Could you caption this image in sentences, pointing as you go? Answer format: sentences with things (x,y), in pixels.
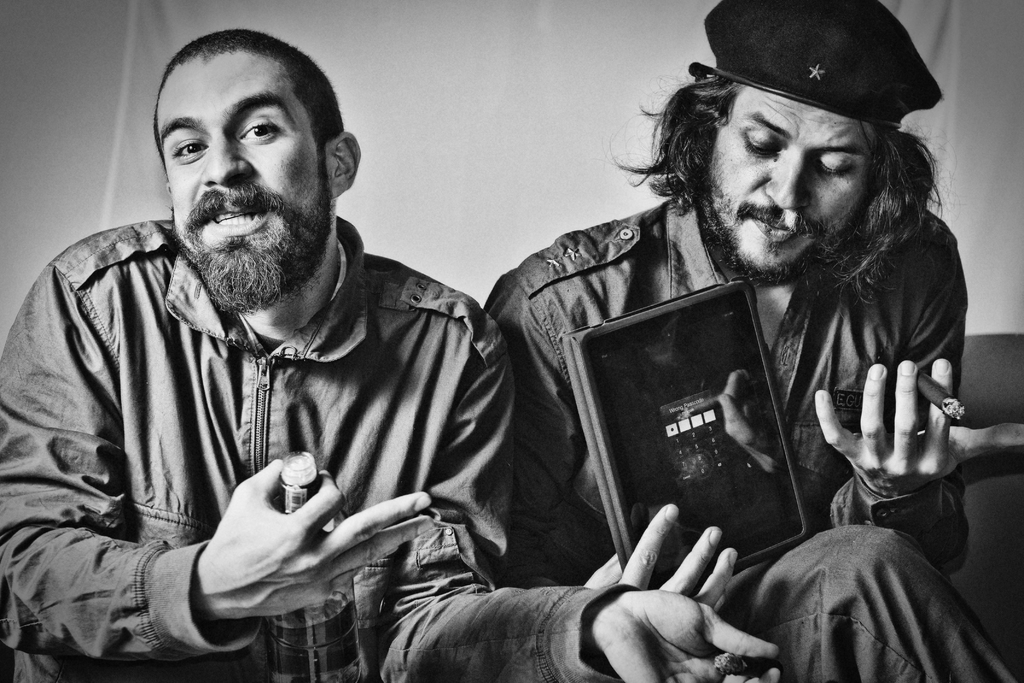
In the image two persons (583,511) are sitting and holding a bottle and tablet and cigarette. Behind them there is a curtain (154,45).
